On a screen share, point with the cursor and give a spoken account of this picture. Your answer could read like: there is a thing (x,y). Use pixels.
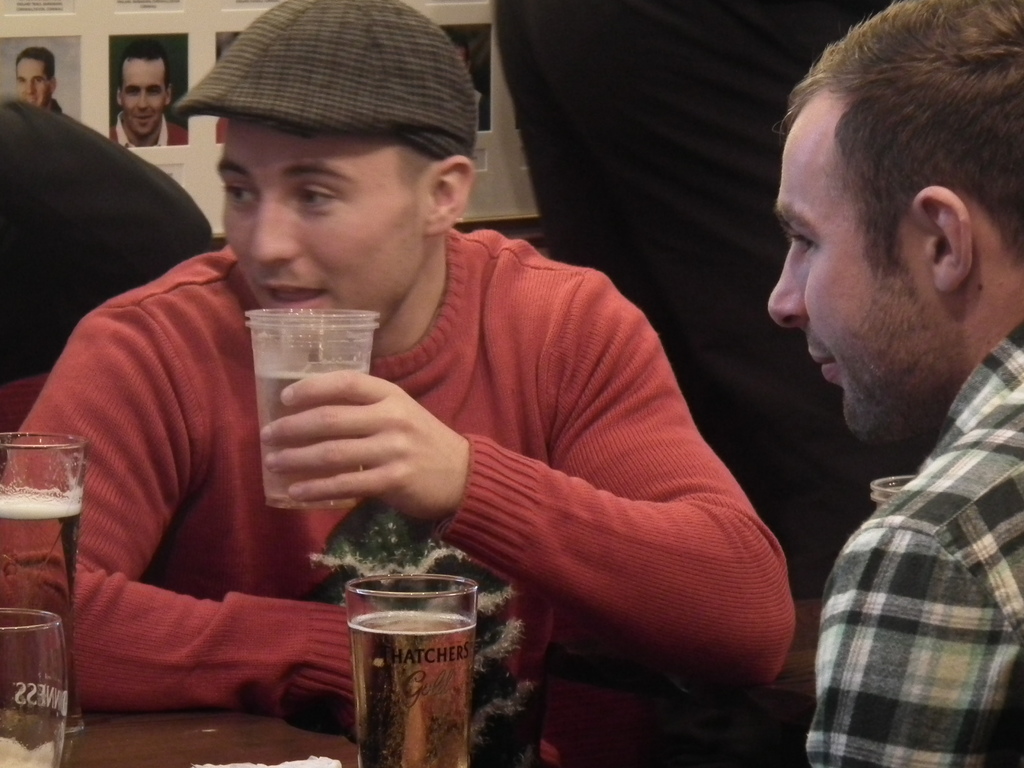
There are two men (378,385) sitting in front of each other. One of the guy (277,452) is holding a glass (292,368) in his hand (284,393). And there are three glasses (396,667) in front of them. In the background (19,50) we can observe some photographs (73,66) to the wall (105,73).
